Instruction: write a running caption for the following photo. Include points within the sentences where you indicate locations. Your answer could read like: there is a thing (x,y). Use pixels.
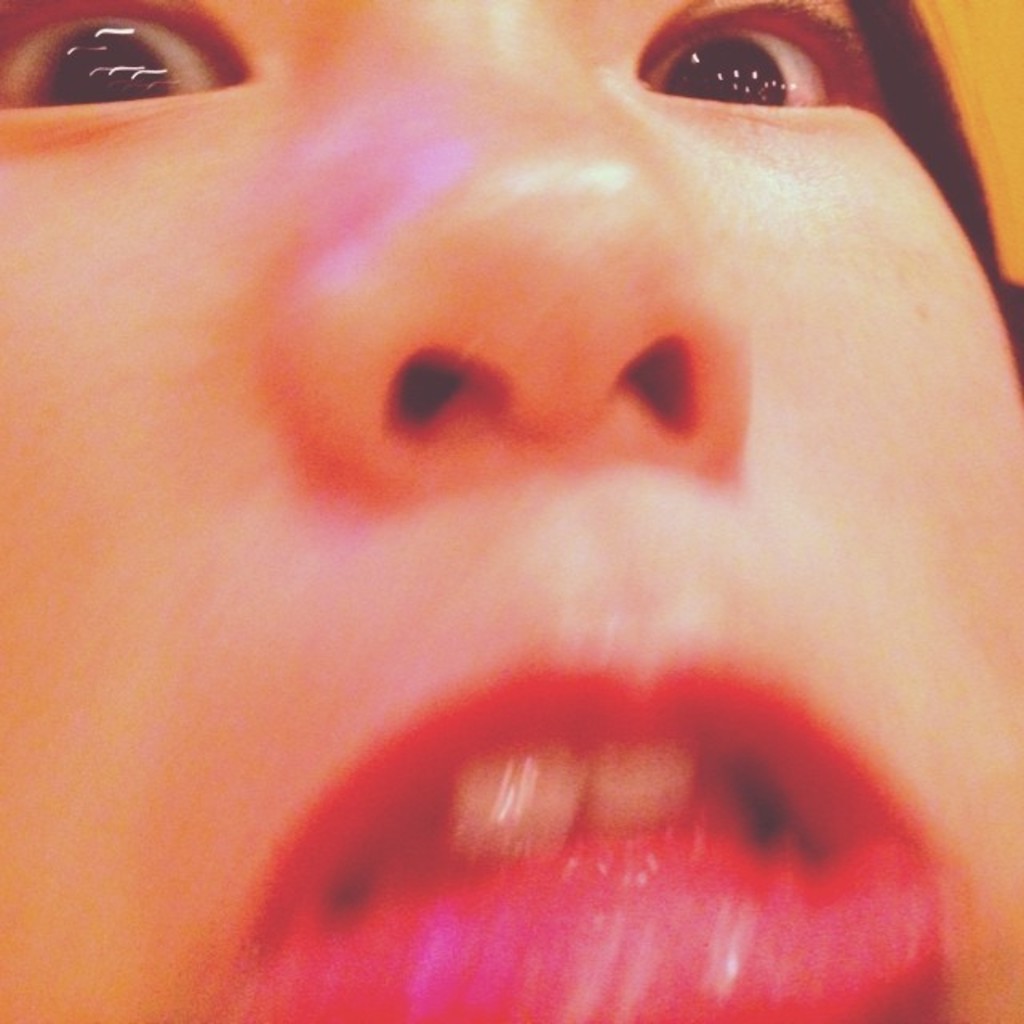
In this image, we can see human face (497,556). Here we can see eyes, nose (599,208) and mouth (596,891).
